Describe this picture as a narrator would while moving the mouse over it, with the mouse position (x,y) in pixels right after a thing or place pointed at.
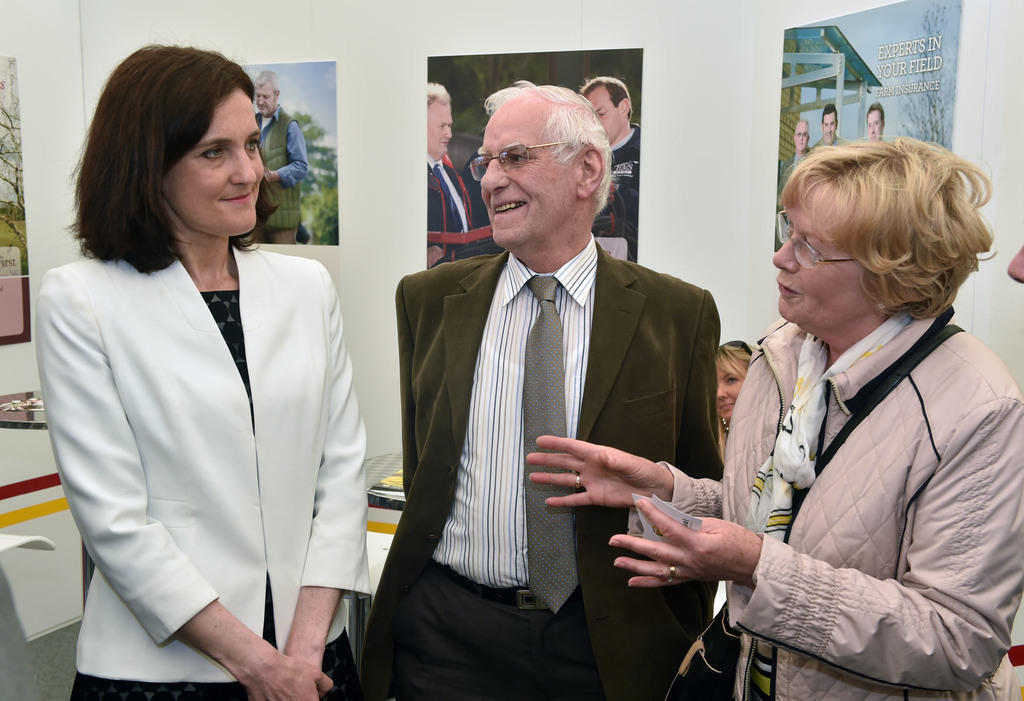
In this image there are two women (954,533) standing, there is a man (576,522) standing, there is a woman (738,394) sitting, there is a woman (829,386) talking, she is holding an object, there are tables (376,476), there are objects (19,403) on the tables (382,472), there is a wall (411,192), there are photo frames (796,62) on the wall (983,65), there is text (884,63) on the photo frame (873,65), there are persons (607,121) in the photo frame (307,153).
